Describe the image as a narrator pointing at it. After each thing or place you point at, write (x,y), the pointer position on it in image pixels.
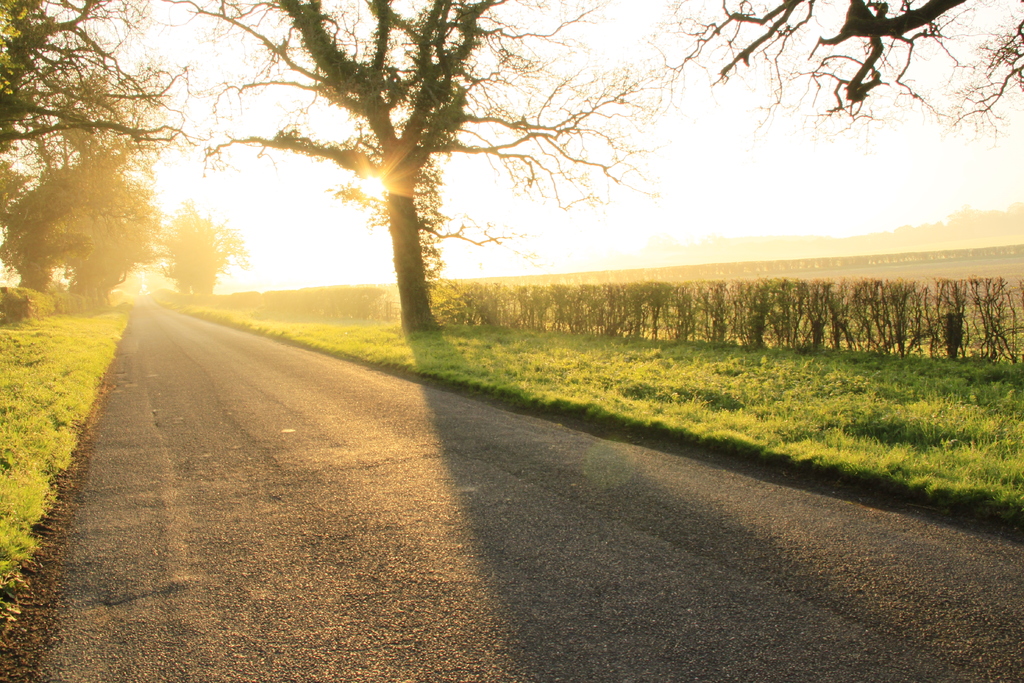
In this image, we can see trees (442,98), plants (823,339) and there is sunlight (383,243). At the bottom (280,524), there is a road (213,536).
